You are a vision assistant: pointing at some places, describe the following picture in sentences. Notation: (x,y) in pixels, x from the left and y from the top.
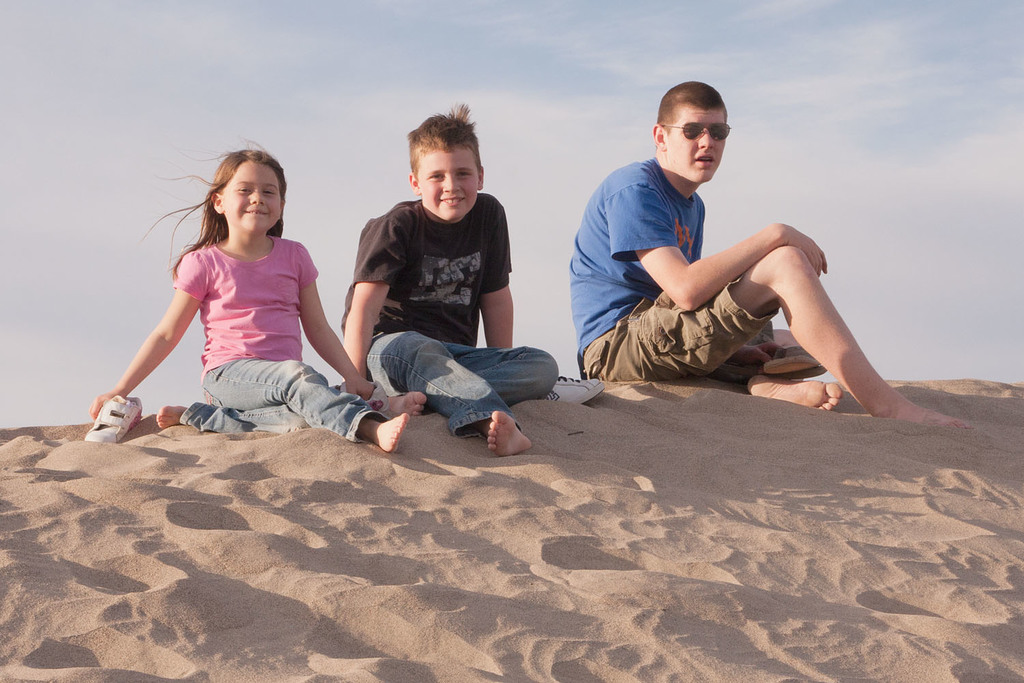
In this picture there is a girl (288,256) who is wearing pink t-shirt (248,307) and jeans (325,398). She is holding white color shoes (380,397). Beside her we can see a boy (453,280) who is wearing black t-shirt (450,283) and jeans (463,362). On the right (730,359) there is a man (712,126) who is wearing goggles (695,125), t-shirt (621,228) and short (694,354). Three of them are sitting on the sand (461,532). On the top (630,63) we can see sky (586,39) and clouds (630,63).
